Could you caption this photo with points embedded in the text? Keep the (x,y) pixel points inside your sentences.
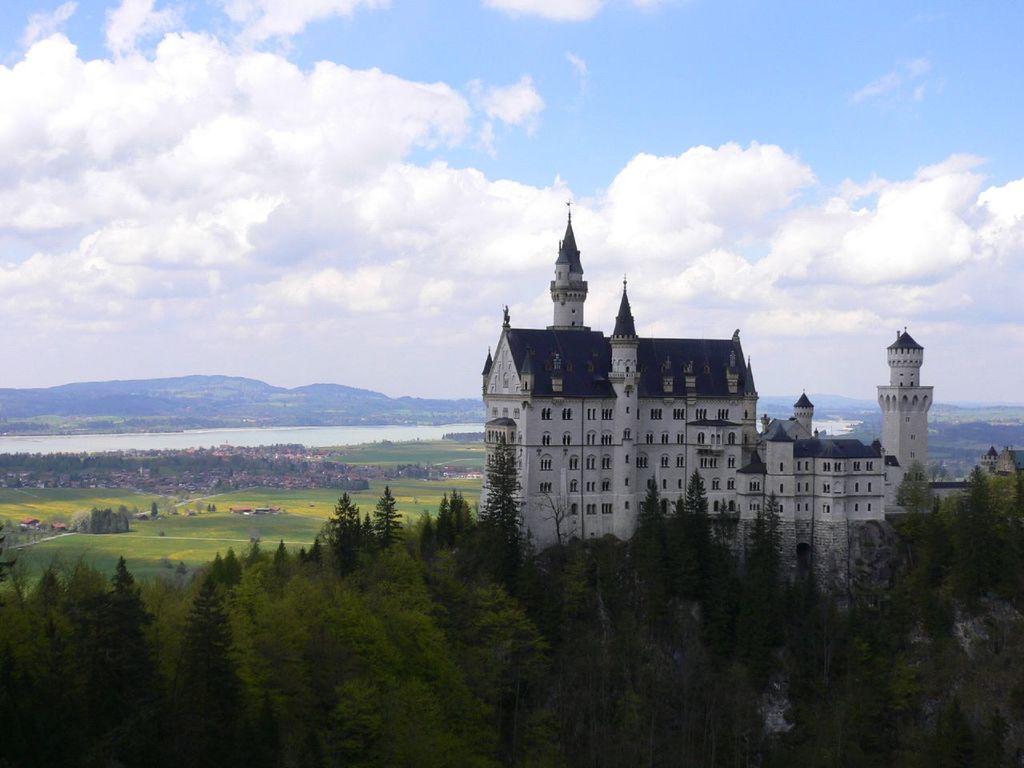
In the image I can see few trees (504,632) which are green in color, a huge castle (678,474) which is white and black in color, few houses (184,489), the water (268,436) and few mountains (379,397). In the background (981,399) I can see the sky (449,185).
